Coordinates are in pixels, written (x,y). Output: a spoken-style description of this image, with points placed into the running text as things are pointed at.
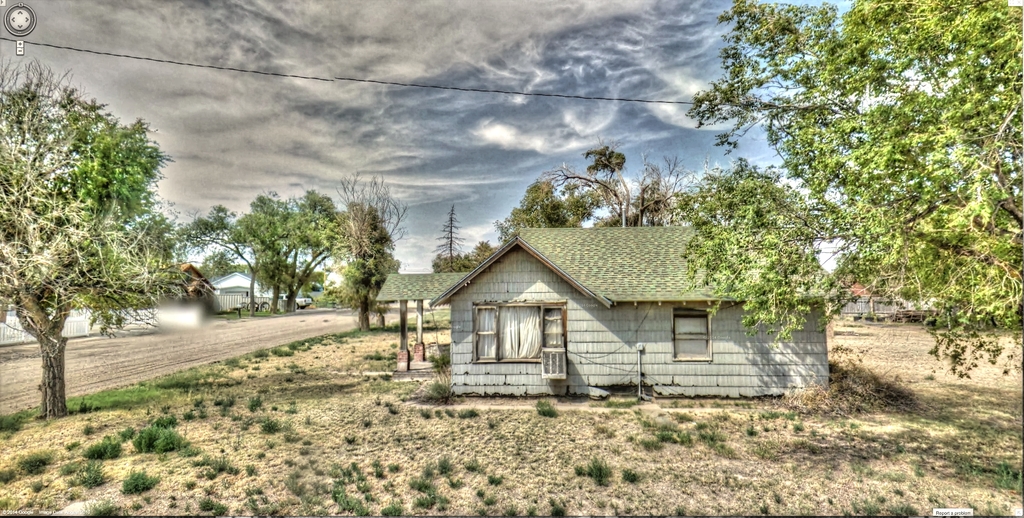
It is an edited image. In this image we can see the houses (228,277), trees (380,233), grass (470,413) and also the fencing walls (223,297). We can also see the car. At the top (231,47) there is sky (436,25) with the clouds (388,67) and we can also the wire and at the bottom (84,513) we can see the sand (50,491).
